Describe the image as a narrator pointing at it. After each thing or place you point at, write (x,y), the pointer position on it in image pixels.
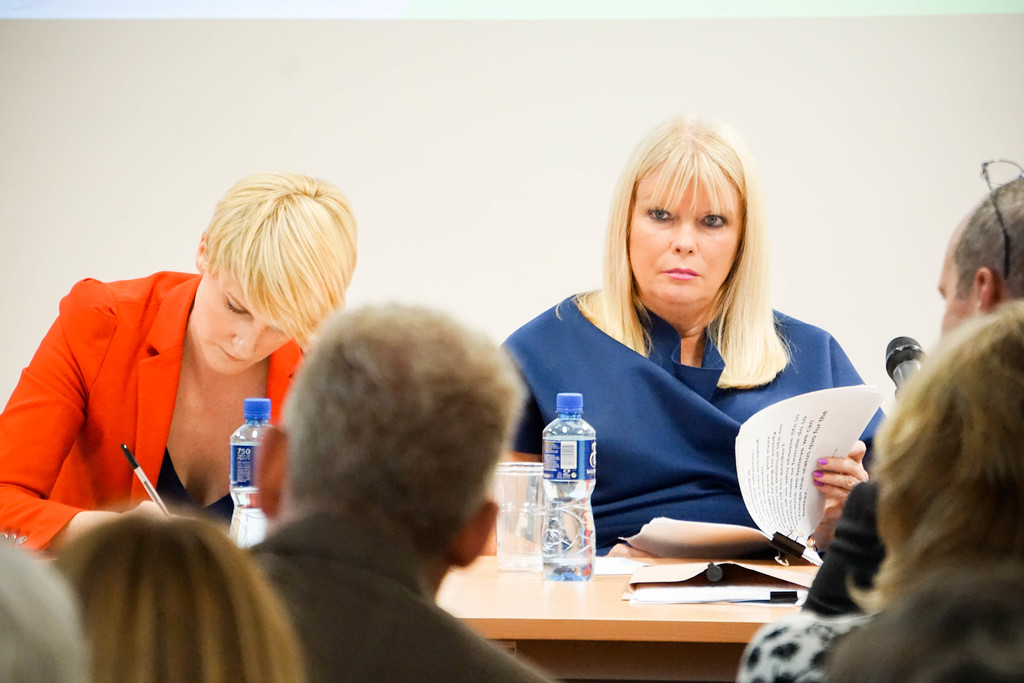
In this picture we can see there are groups of people (58,374) sitting and in front of the people (458,641) there is a table (512,614) and on the table (536,582) there are bottles (245,428), glass (521,494), papers (747,491) and a microphone (901,391) and a person (144,360) in the blazer (104,401) is holding a pen (155,491). Behind the people (337,326) there is a wall (419,172).
